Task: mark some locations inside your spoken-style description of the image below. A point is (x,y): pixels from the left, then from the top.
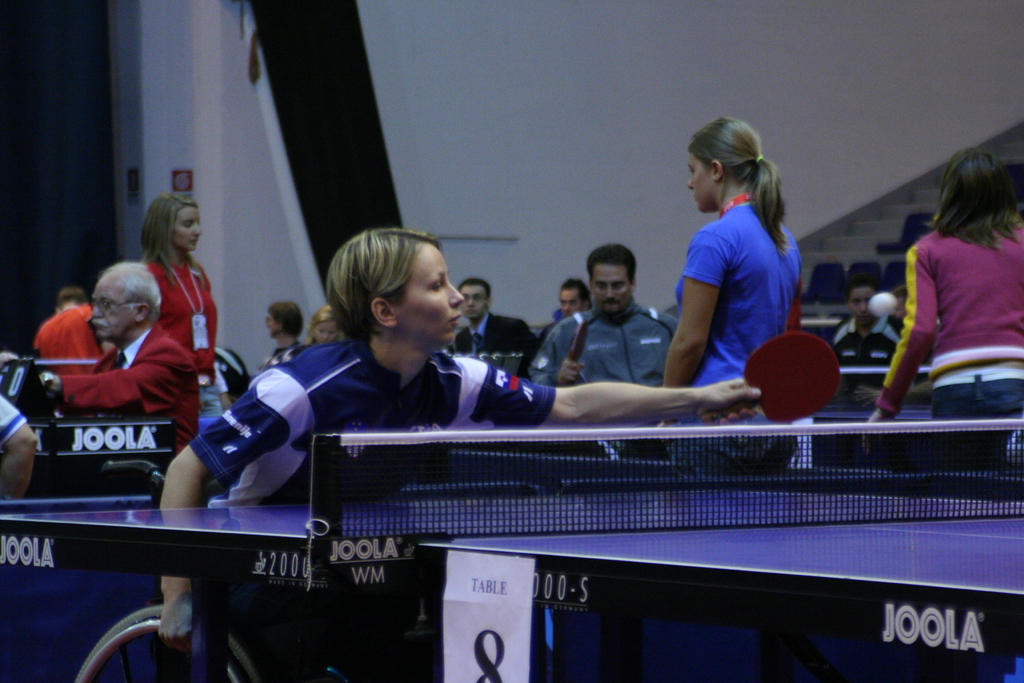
In this image I can see the group of people (453,333). Among them some people (435,327) are playing the table tennis (822,546).
